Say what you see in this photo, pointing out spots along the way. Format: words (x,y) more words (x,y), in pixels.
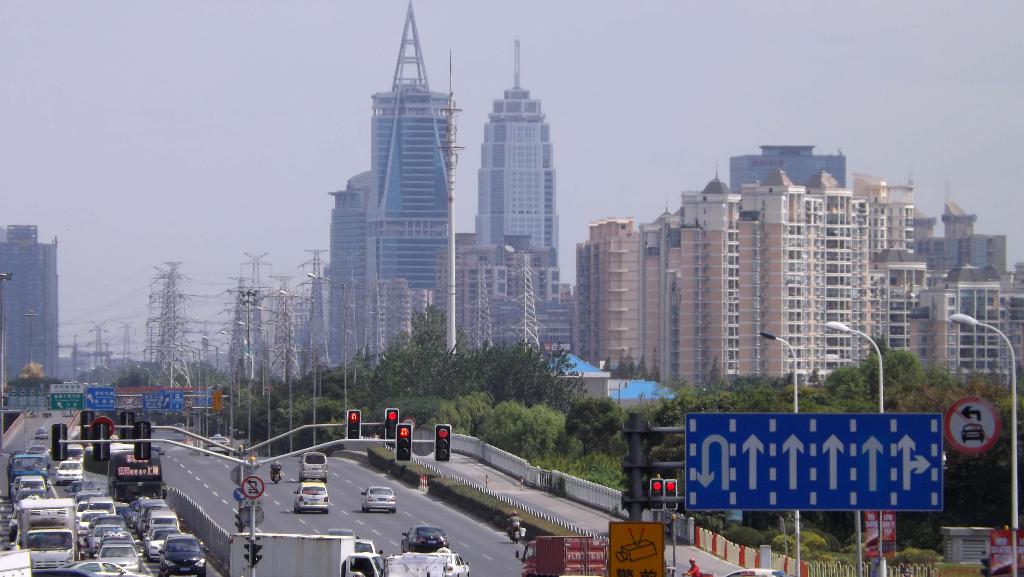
In this picture we can see vehicles (170,542) on the road (266,525), here we can see traffic signals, sign boards (259,492) and in the background (1018,59) we can see buildings (706,322), poles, sky (986,129).
